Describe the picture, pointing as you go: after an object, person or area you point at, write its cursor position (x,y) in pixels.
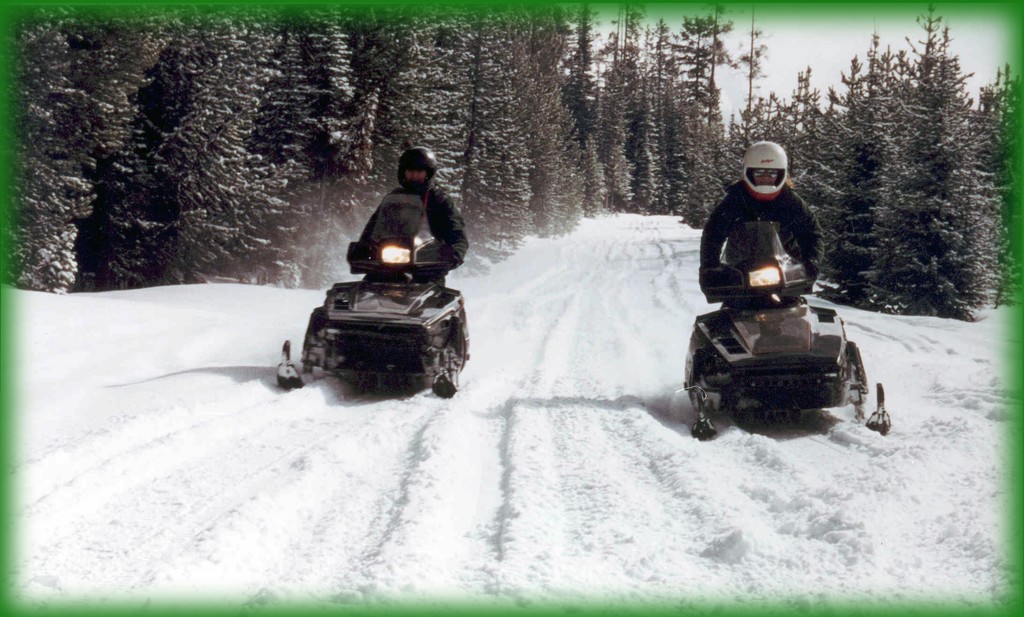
In this picture there are people (713,246) in the image, they are driving vehicles (864,369) on the snow floor (540,276) and there are trees (646,148) in the background area of the image (646,148).
